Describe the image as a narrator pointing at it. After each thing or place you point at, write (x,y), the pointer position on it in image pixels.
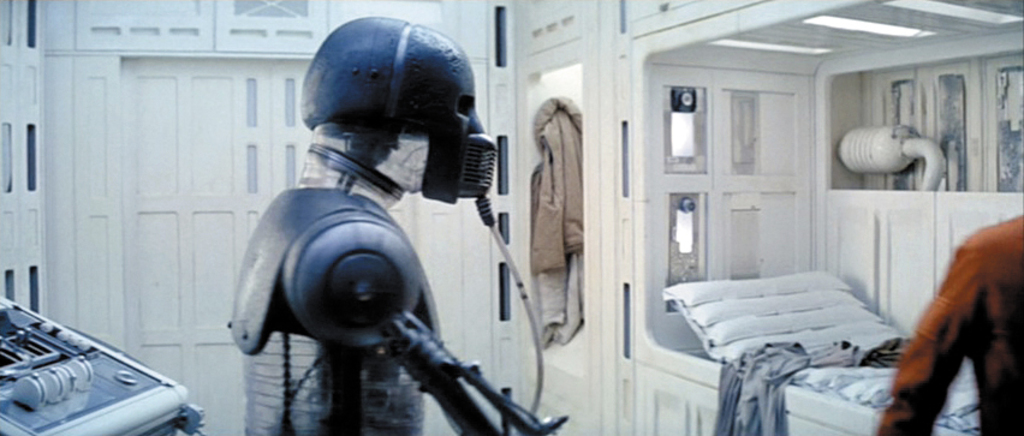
In this image I can see a robot (326,279) which is black in color and to the left bottom of the image (121,367) I can see a equipment (88,364) and to the right side (764,309) I can see a pillow (753,317), few clothes (765,363) and in the background (654,260) I can see the white colored surface (240,142) and few clothes (560,125).
